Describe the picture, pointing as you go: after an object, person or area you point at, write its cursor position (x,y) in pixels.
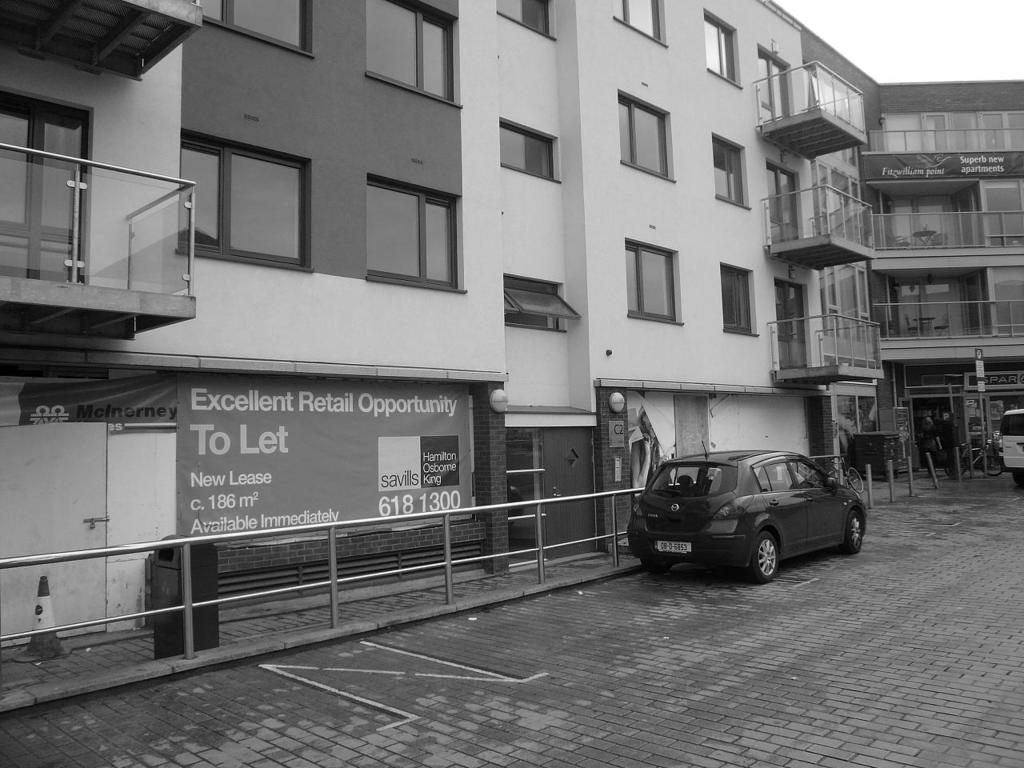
This is a black and white image. In this image there is a car (718,556) on the road (755,651). Near to that there is a railing (332,547) and a sidewalk (244,617). On the sidewalk (282,626) there is a traffic cone (38,611) and a box (180,556). In the back (332,227) there is a building (335,192) with windows (232,154), balconies (761,85). Also there are posters (418,432) on the buildings (550,434). On the right side (945,243) there is a building (969,271) with railing (954,213), glass walls (934,209). Also there are small poles (911,469).
